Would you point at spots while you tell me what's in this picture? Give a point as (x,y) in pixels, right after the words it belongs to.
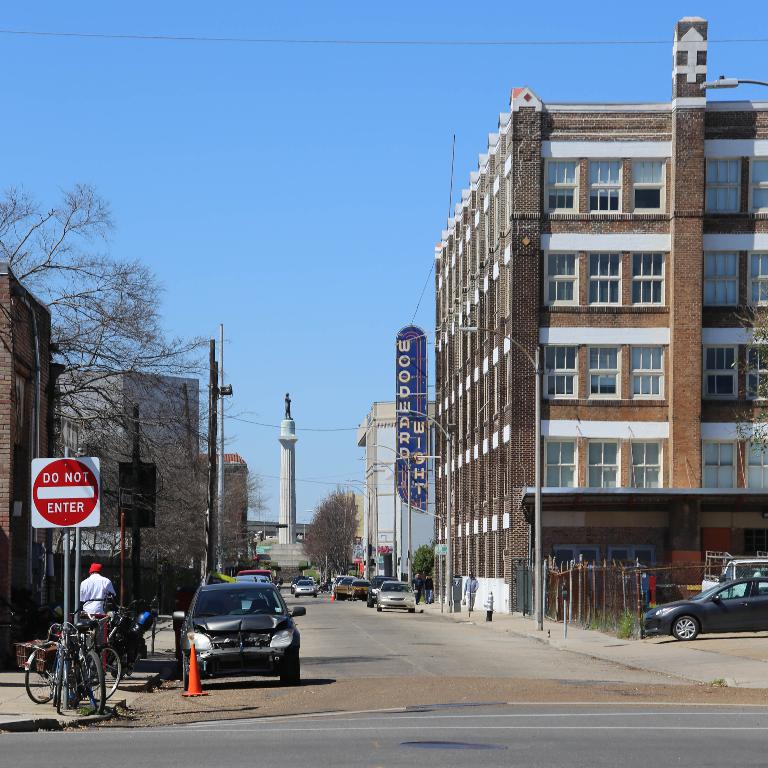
In this image there are buildings (3,386) and trees (184,464). We can see poles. In the center (288,407) there is a tower (289,478). At the bottom (148,624) there are vehicles (253,645) on the road (554,746). There are people (86,602). In the background (282,166) there is sky (327,62).
